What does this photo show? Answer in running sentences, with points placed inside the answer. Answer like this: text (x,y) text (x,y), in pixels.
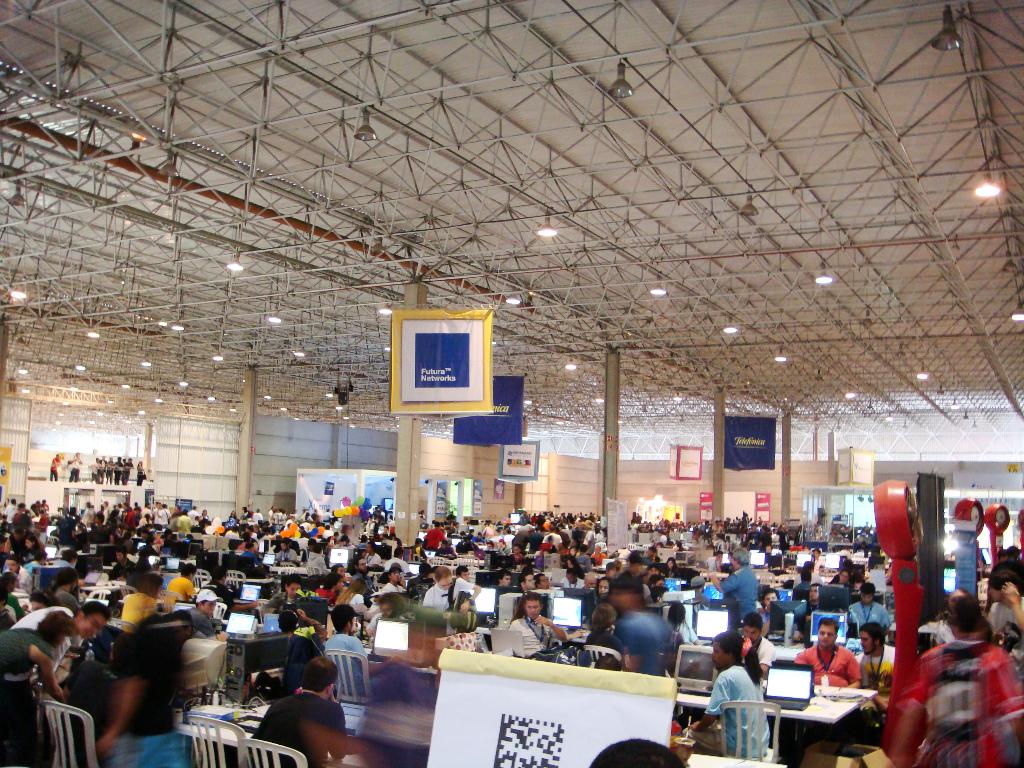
In this image we can see some people (263,542) are sitting, chairs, laptops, hanging boards (771,440) with some text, roof (325,98) included with lights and we can also see some people (158,731) are standing.
